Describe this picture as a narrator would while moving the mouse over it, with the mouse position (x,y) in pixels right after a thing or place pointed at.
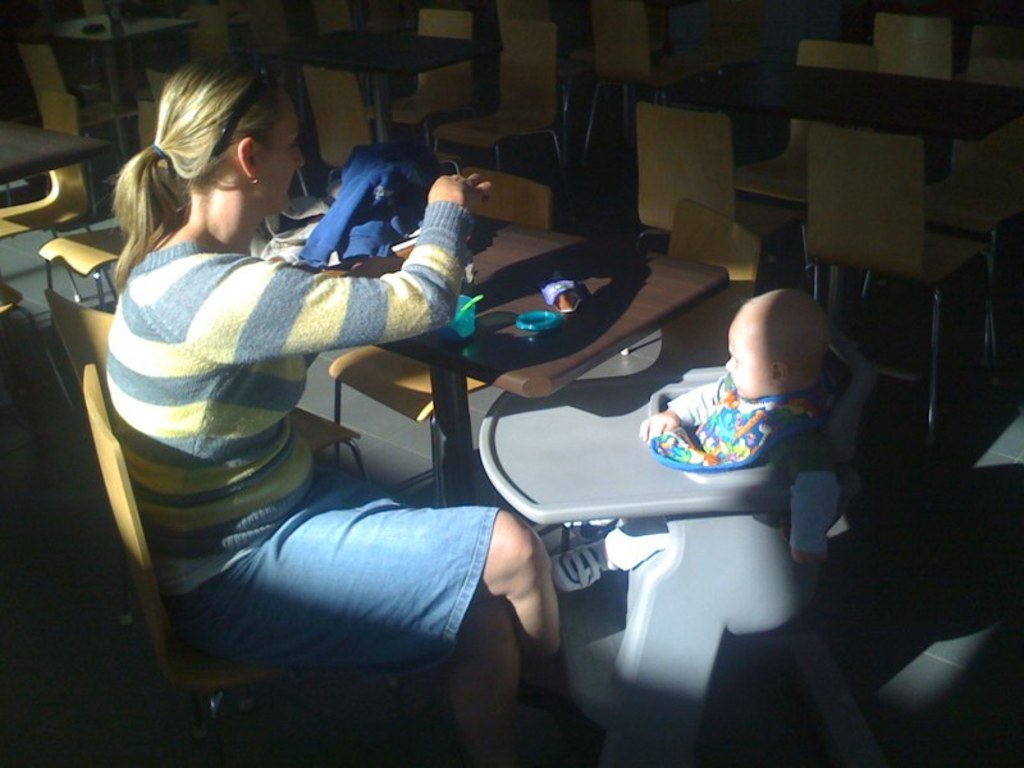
In the image we can see a woman (168,472) sitting on a chair (141,579) and a child (714,415). There is a table (546,337) on which the jacket (350,218) is placed which is in blue color.
